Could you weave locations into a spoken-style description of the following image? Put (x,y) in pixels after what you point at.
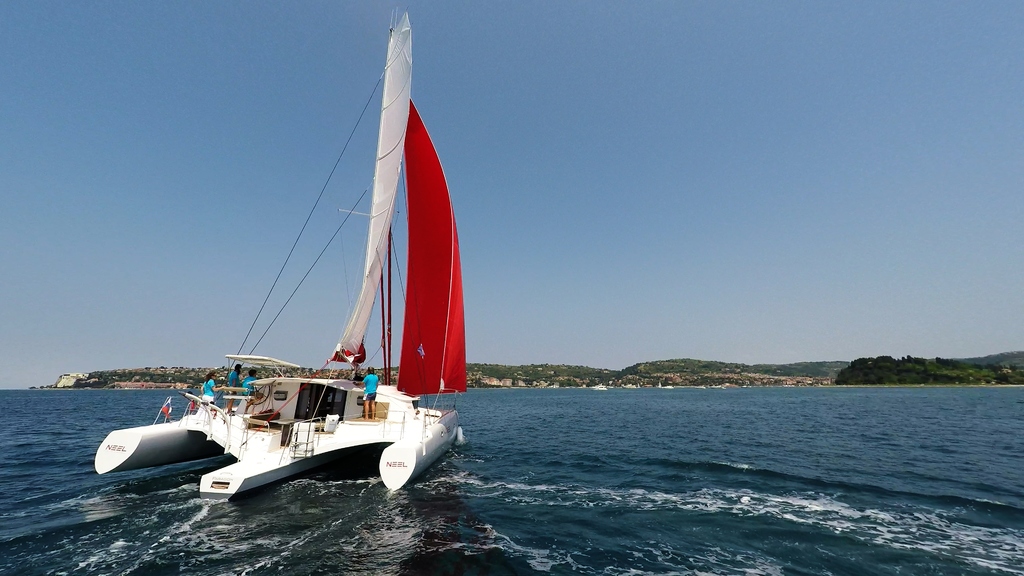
In this image I can see the boat (348,463) on the water (414,524). In the boat (290,447) I can see the group of people (212,395) with blue color dresses (250,377). In the background (258,378) I can see the trees (811,366), mountains (523,370) and the sky (255,183).
